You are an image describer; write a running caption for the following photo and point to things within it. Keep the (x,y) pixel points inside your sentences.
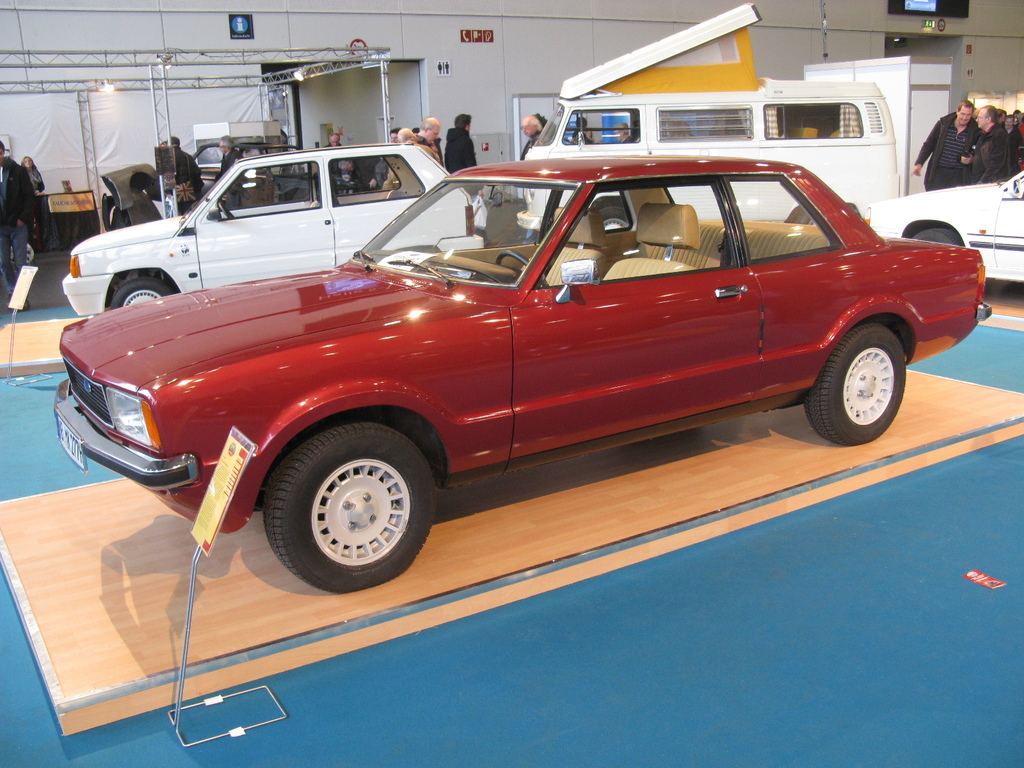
This is a car showroom (156,84) where we can see the vehicles (519,175). There are few persons (959,167) standing over here. This is board (207,513). Here we can see a carpet (726,635) which is blue in colour.
